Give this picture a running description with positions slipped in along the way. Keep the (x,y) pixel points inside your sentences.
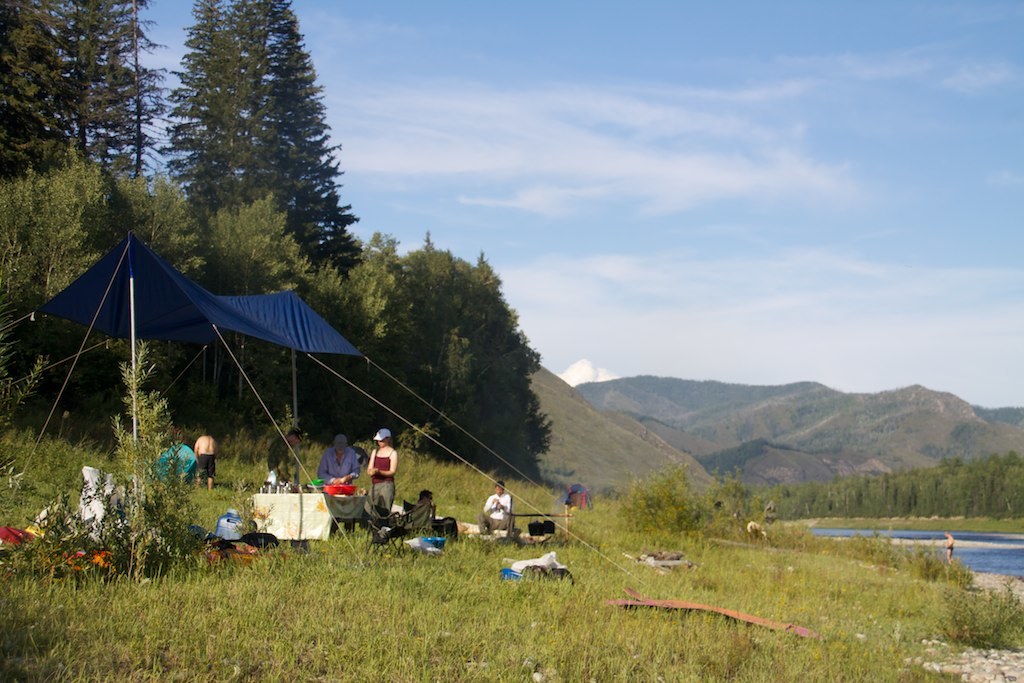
Here we can see few people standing and sitting on the ground (355,529) and we can see a tent (264,332), ropes (337,525) and some items (270,491) on the table (317,521). In the background (182,376) there are trees (87,372), grass (248,512), mountains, on the right side (990,562) there is water (976,560) and clouds (658,274) in the sky (604,270).
